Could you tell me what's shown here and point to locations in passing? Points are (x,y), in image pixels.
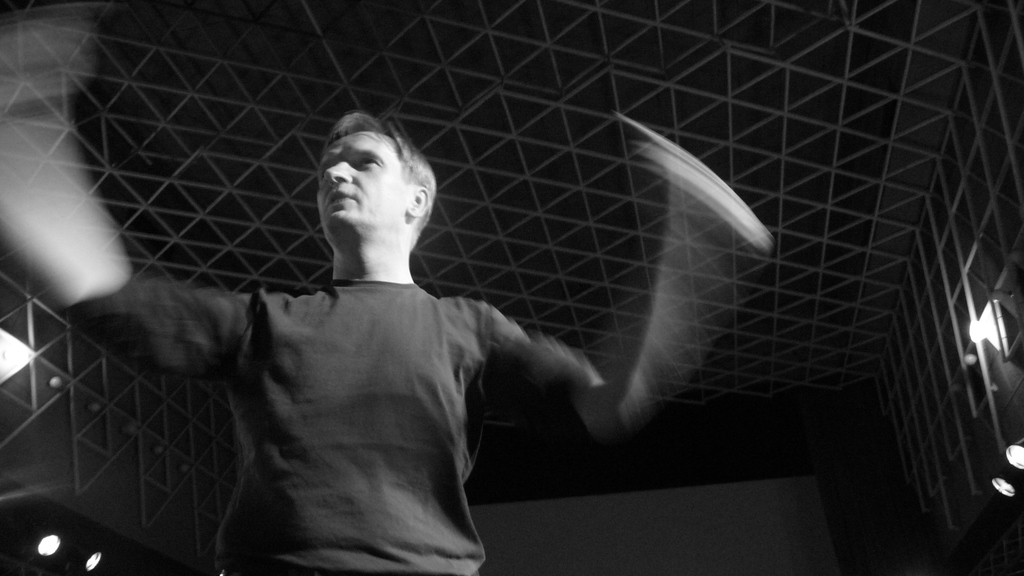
It is the black and white image in which there is a man (444,373). At the top (575,29) there is ceiling (619,51). On the right side (980,321) there are lights (989,335) attached to the wall (988,238). On the left side (43,537) there are two lights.
